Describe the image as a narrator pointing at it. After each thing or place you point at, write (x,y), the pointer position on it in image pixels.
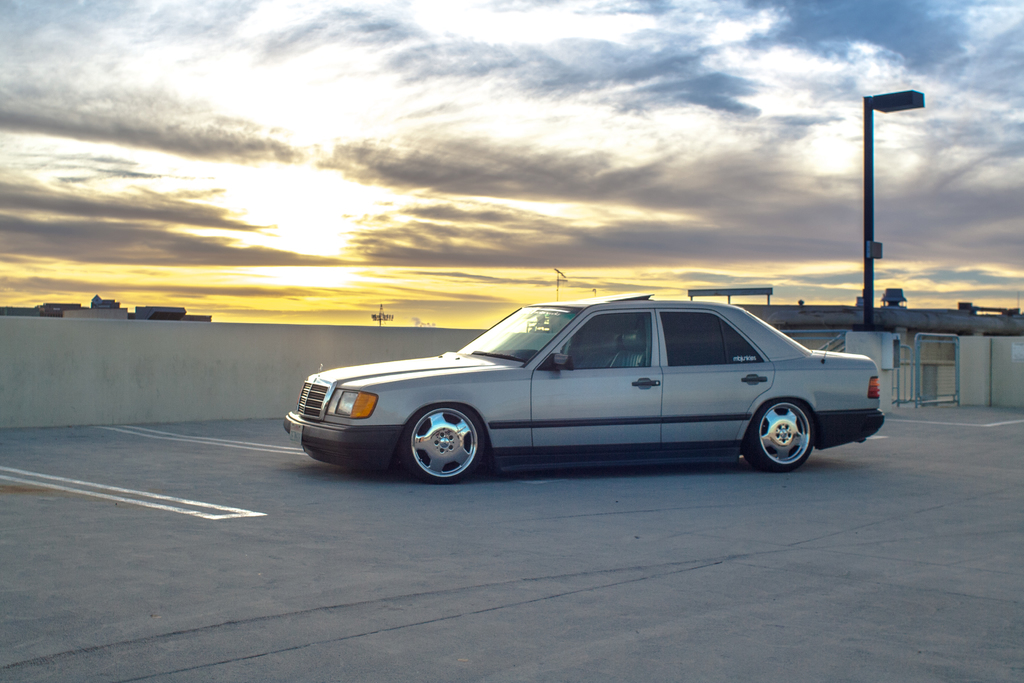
In the picture there is a car (453,415) on a pavement (291,501) and behind the car (726,311) there is a pole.
